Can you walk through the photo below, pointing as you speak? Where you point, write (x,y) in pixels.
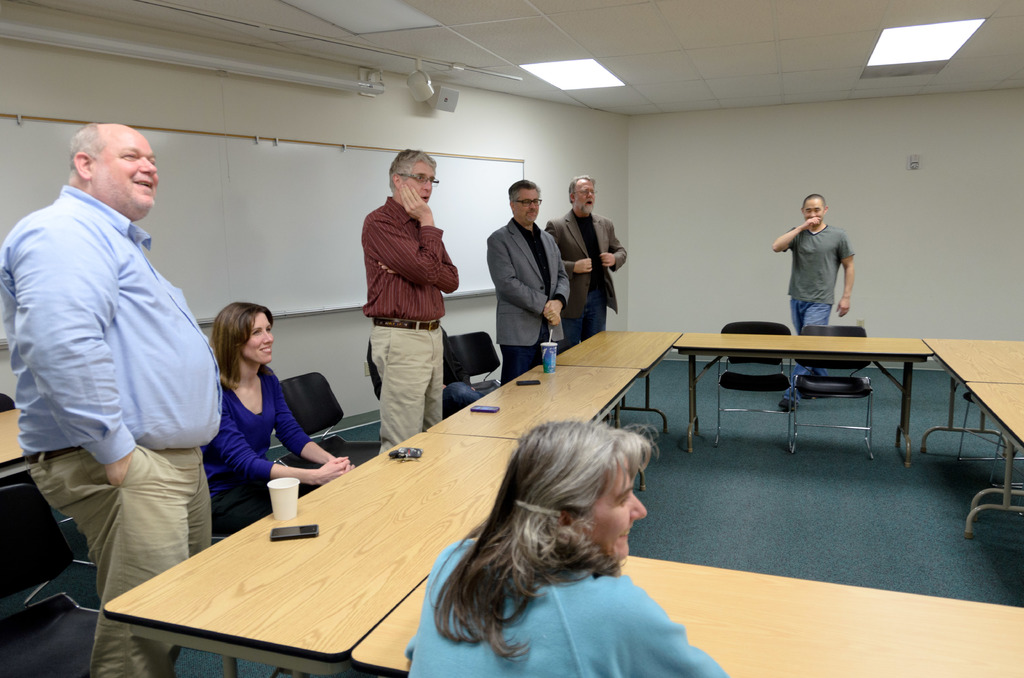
In this image there are some persons (173,400) who are standing and two women (240,399) who are sitting on a chair (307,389) in front of them there is a table (349,526) on that table (326,534) there are mobile phones (313,535) and cups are there on the top (427,16) there is ceiling (563,55) and lights (560,78) are there on the left side of the top corner there is one tube light (40,39) and in the middle of the image (669,256) there is one wall (702,140) and on the left side (195,204) there is one board (263,208).
